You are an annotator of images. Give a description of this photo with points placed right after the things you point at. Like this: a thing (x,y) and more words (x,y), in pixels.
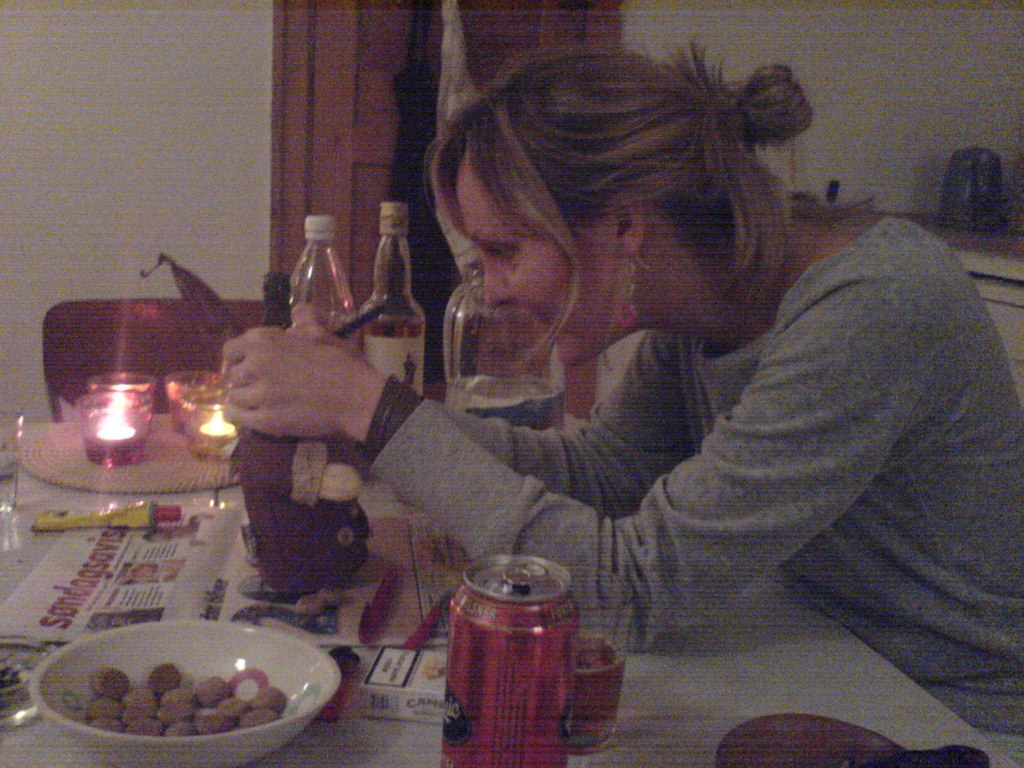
In this image I see a woman (1002,535) who is in front of a table (120,500) and she is holding a bottle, I can also see that on the table (27,472) there are lot of bottles (338,300), glasses (4,459), a bowl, can (519,736) and other things (353,652). In the background (36,195) I see the wall (118,121) and the door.
